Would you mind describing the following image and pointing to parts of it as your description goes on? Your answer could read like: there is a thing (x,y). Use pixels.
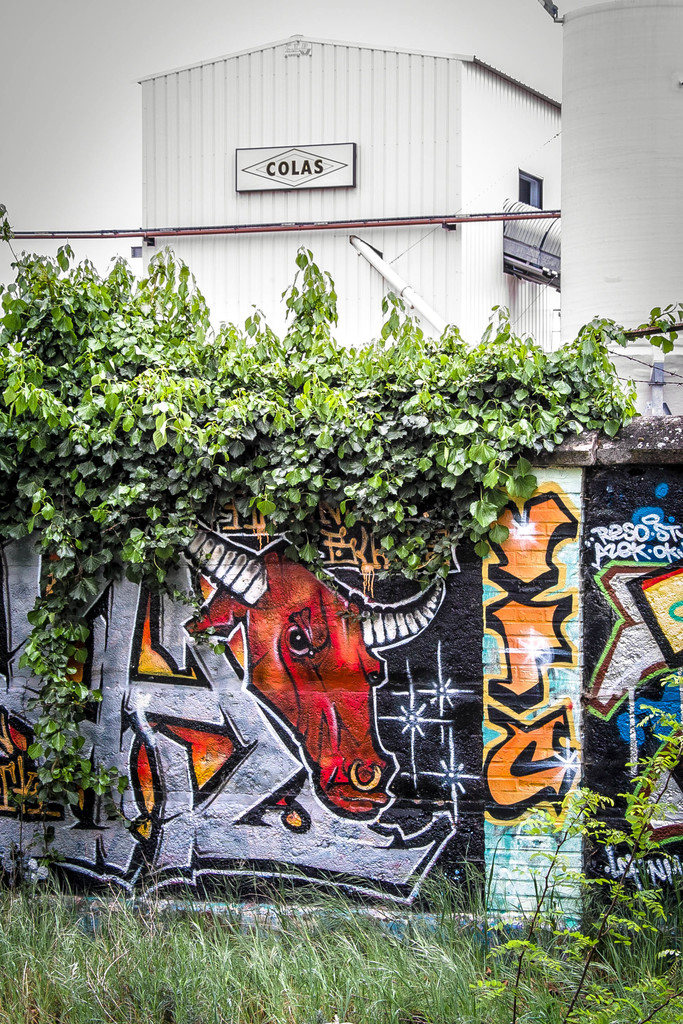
In this picture we can see the grass (345,973) and a wall (409,813) with a painting (353,765) on it and in the background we can see plants (308,515), shed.
